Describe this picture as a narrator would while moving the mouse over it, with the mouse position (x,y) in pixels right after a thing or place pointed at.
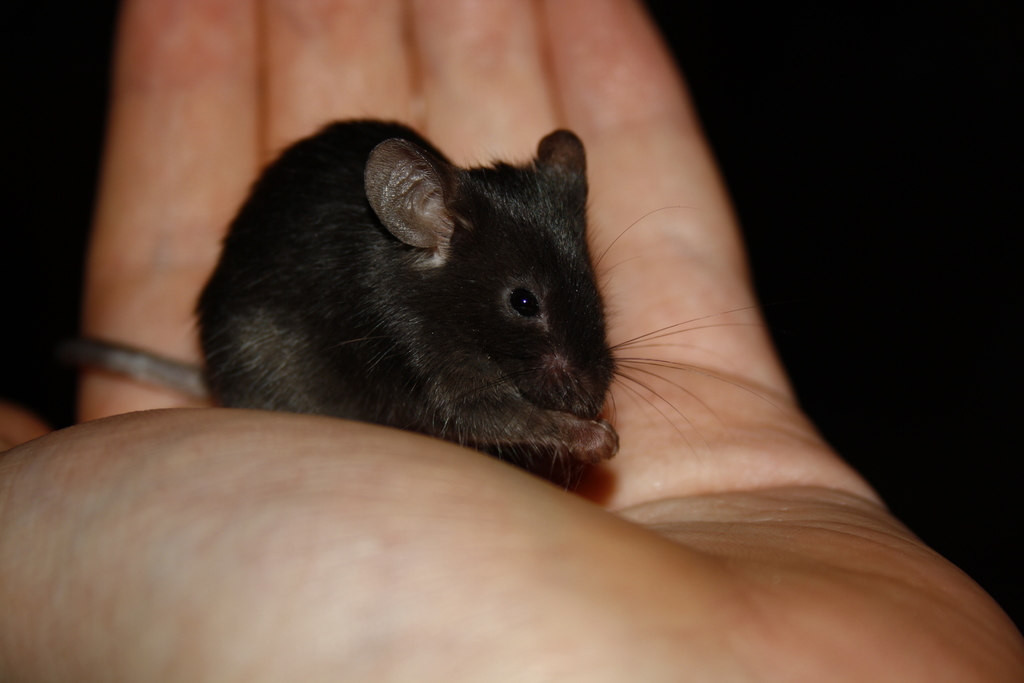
In this image I can see a black color rat (534,340) on the person's hand (816,533). Background (898,39) is in black color.
